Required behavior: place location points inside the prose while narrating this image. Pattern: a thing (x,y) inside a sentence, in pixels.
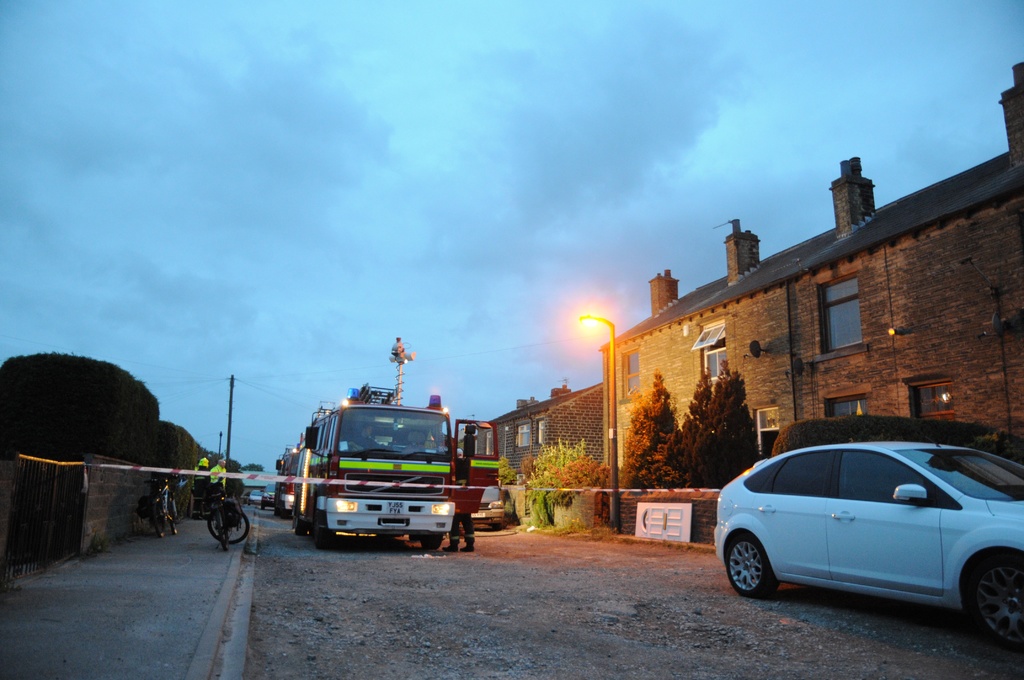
There is a road (434,597). On the road (496,536) there are vehicles (443,509). On the left side (153,593) there is a sidewalk (162,580). On that there are cycles (161,504). Near to that there is a wall (117,478) and a gate (60,518). Also there are trees (119,435). On the right side (752,336) there are buildings (795,391) with windows (722,341). Also there are trees (535,474). And there is a light pole (614,456). In the back (238,440) there are poles (230,415) and sky (374,181) with clouds (422,155).
